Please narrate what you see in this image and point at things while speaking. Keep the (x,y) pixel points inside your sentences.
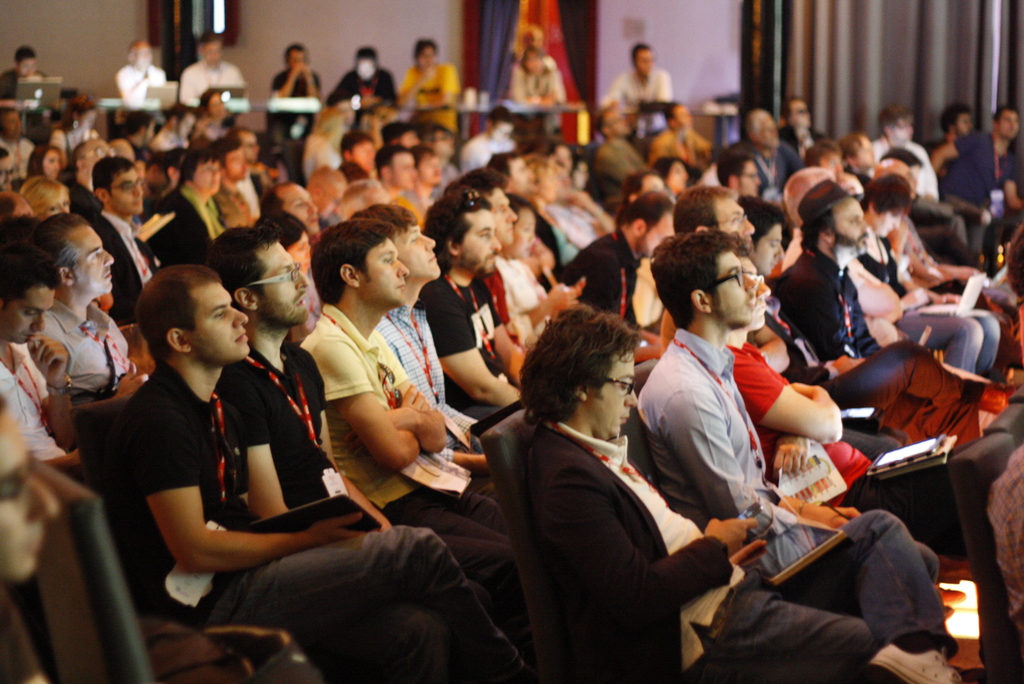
In this picture we can see many people (599,407) sitting on chairs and looking at something.
